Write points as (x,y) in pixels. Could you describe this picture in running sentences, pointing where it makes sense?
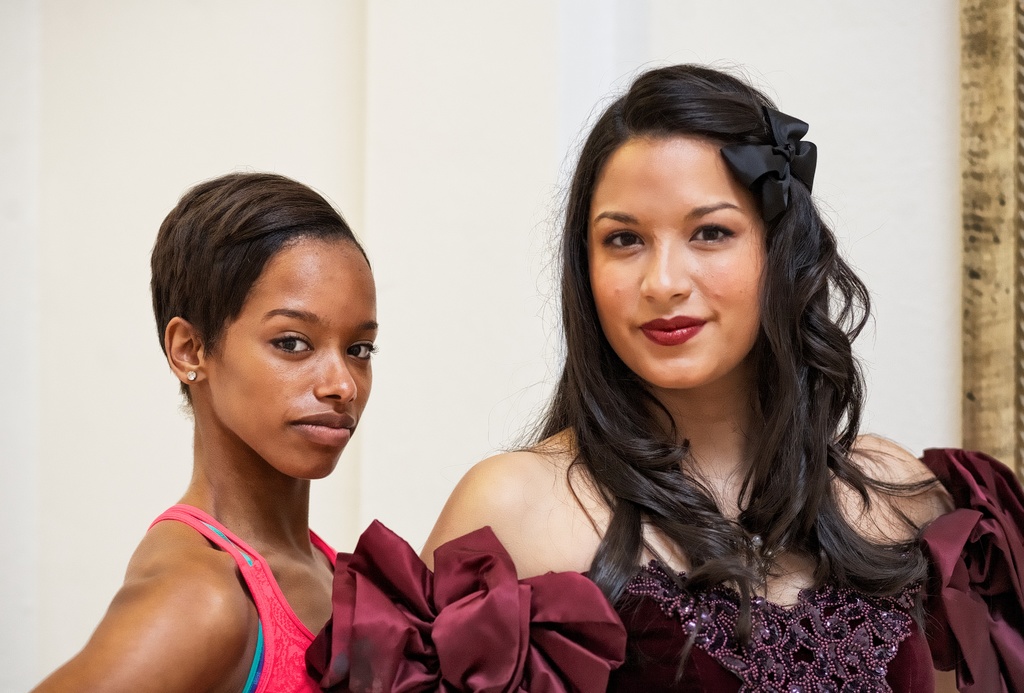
In this image I can see two women (366,587) and I can see one of them is wearing brown color dress (806,663). I can also see black color thing (783,185) on her hair (798,234). In the background (850,209) I can see white color wall (489,203).
